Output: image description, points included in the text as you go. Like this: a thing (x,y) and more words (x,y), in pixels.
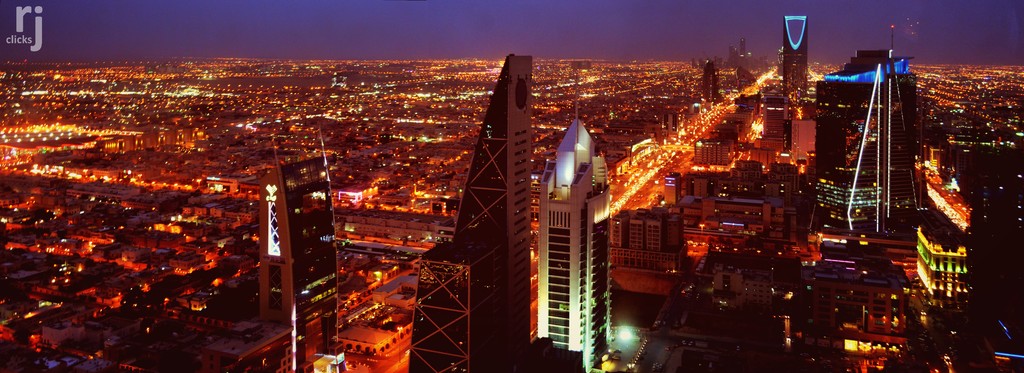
This is the Aerial view, there are some buildings (686,209) and there are some homes (244,116) and there are some lights (1008,86).
